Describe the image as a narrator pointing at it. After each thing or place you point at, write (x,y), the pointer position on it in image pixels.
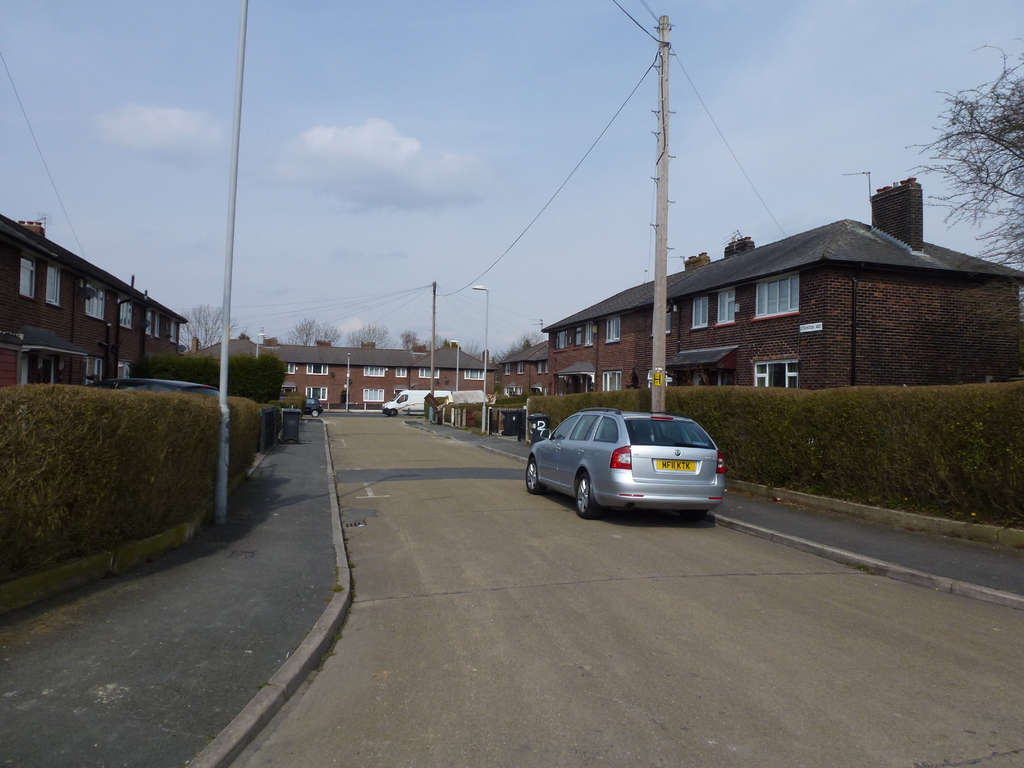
This picture shows a few buildings (886,325) and we see trees (275,369) and few cars (318,408) on the road (372,419) and we see poles (658,178) and a pole light (485,360) and a blue cloudy Sky (487,282).
